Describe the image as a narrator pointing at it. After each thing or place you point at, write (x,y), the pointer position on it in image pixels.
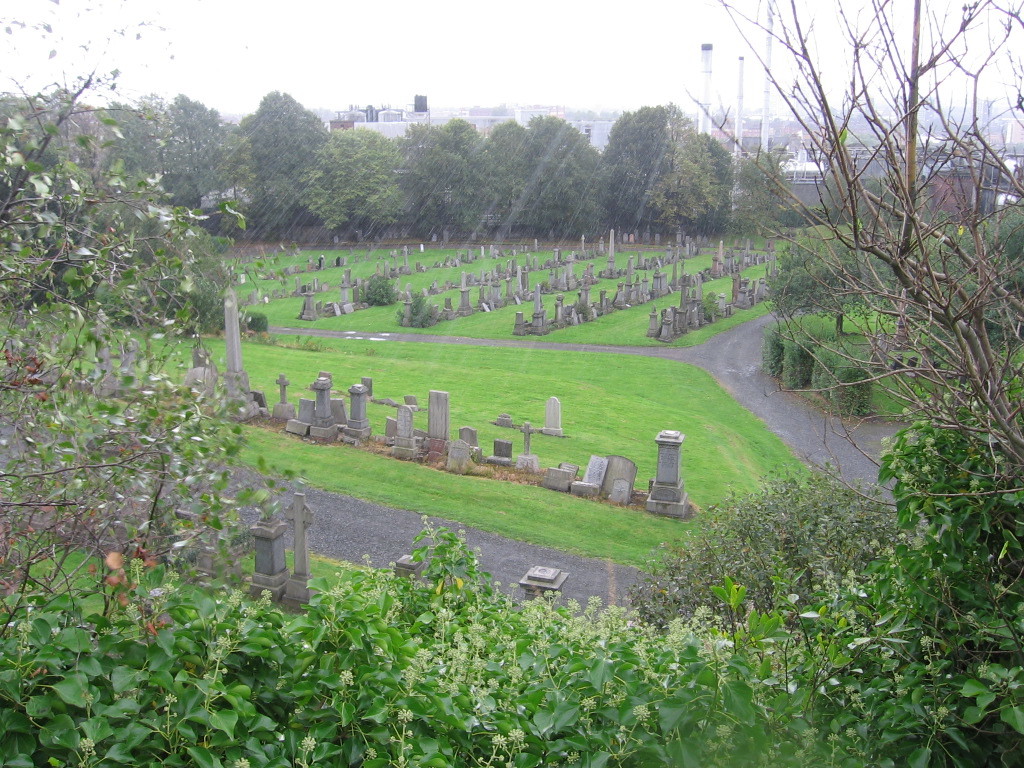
At the bottom of the image (228,672) there are trees (919,565) and leaves (290,736). And in the middle of the image (675,485) on the ground (505,331) there are many graveyards (541,316). And also there are roads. At the top of the image (462,153) there are many trees (553,136) and poles (705,125).
